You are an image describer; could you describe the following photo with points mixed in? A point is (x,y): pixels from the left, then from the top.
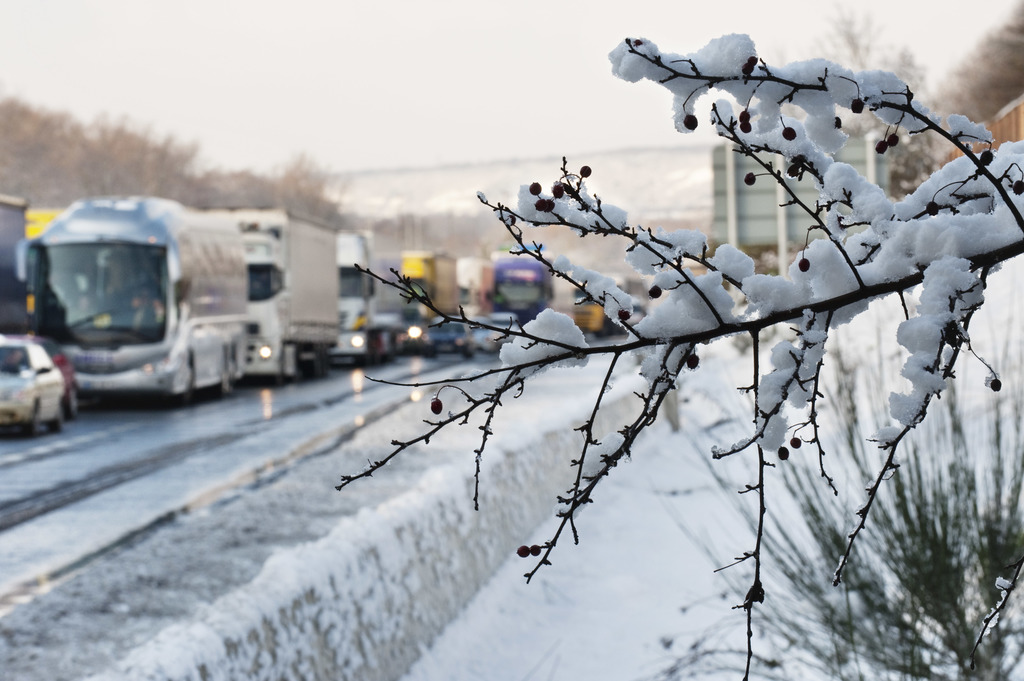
In this image in the foreground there is a tree (819,90) and on the tree (403,442) there is snow (834,93), and in the background (912,492) there is snow (716,541), plant (955,541) and some vehicles (374,319), trees (981,66) and buildings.
